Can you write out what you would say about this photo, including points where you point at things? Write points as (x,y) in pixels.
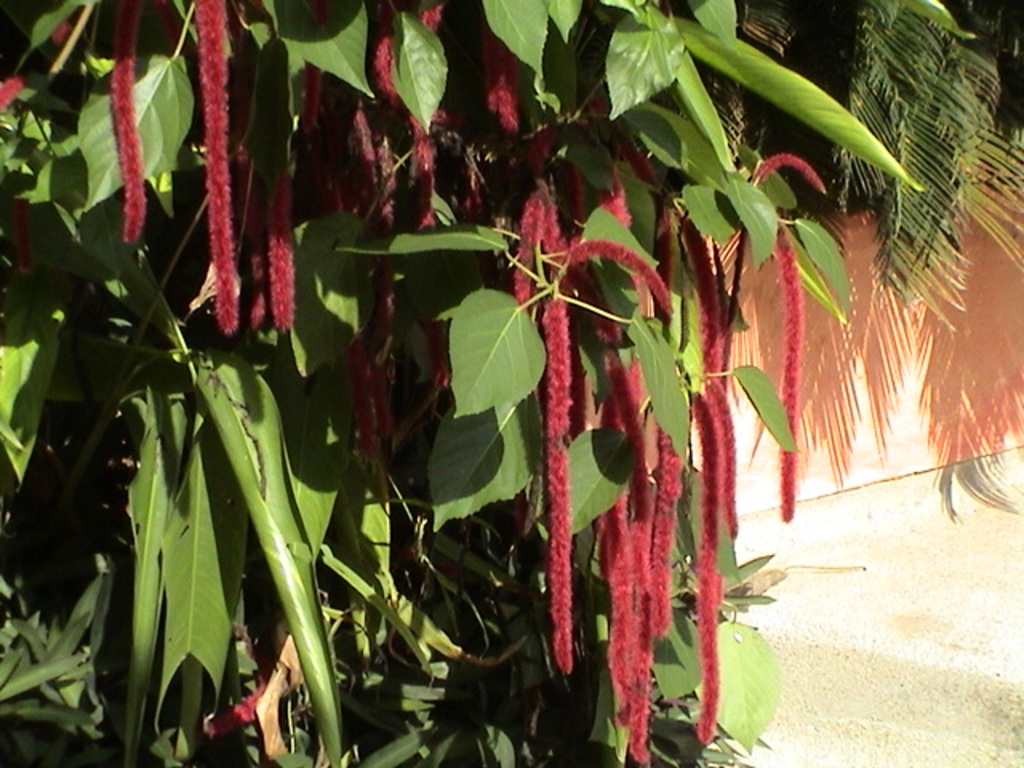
In this picture we can see trees (572,268), path (874,619) and in the background (924,308) we can see wall (895,345).
